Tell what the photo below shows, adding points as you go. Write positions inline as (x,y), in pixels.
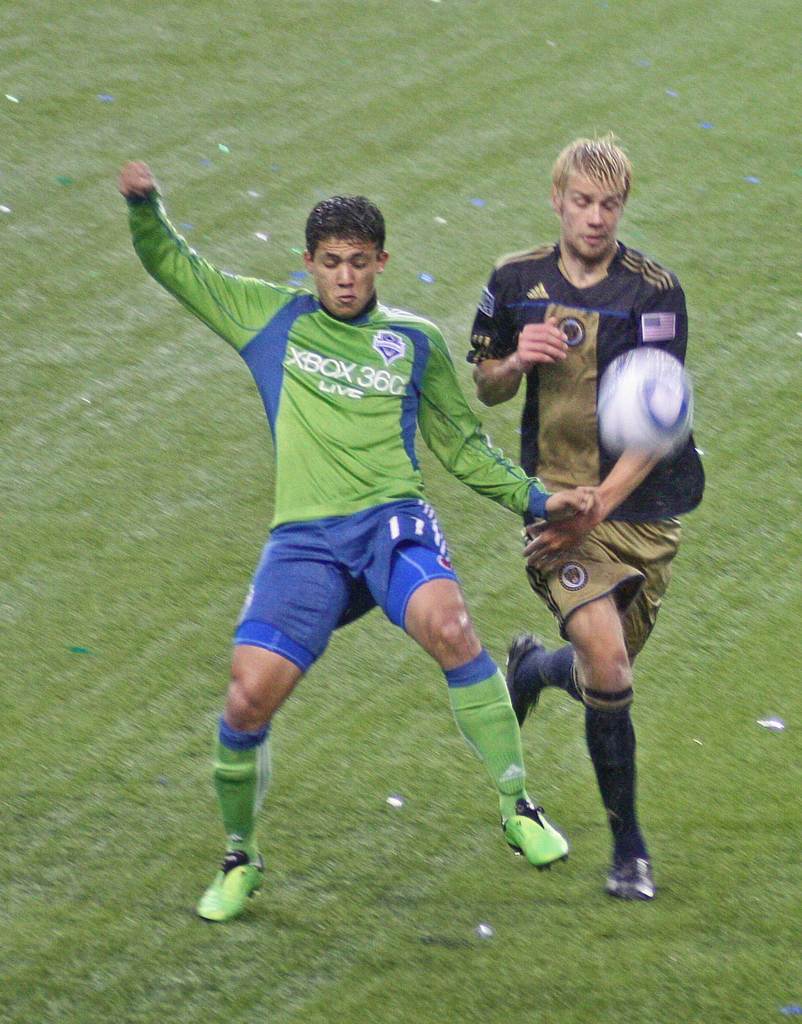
In this picture we can see two men (575,243) running on the ground (737,399) and a ball (660,410) is in the air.
